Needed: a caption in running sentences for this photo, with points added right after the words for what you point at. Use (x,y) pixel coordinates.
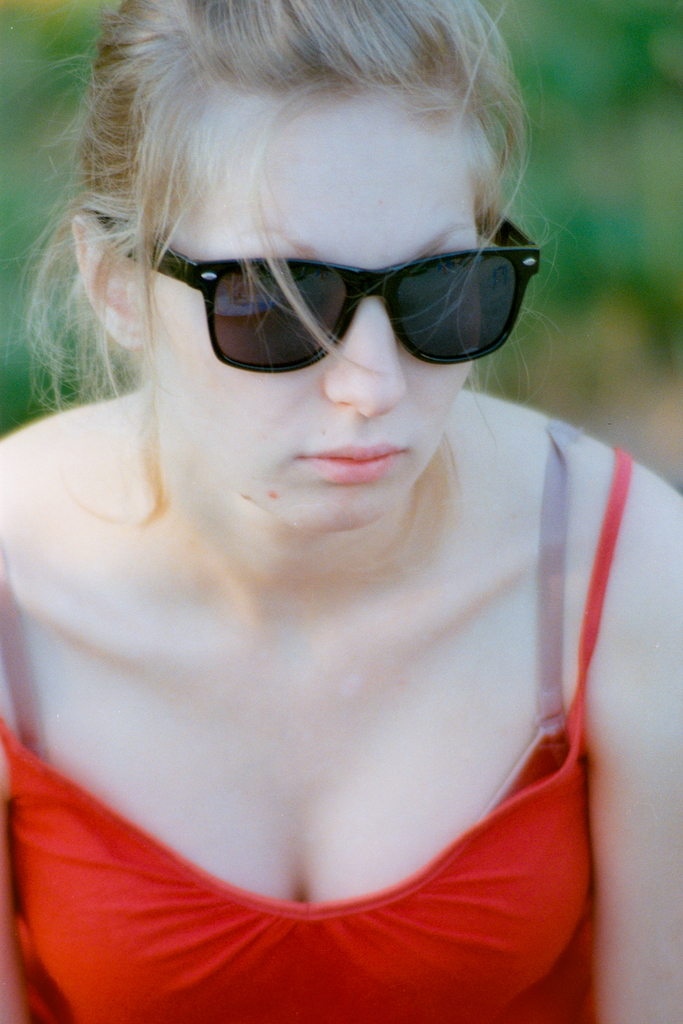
In this image we can see a lady (239,864) she is wearing a red dress (79,869) and sunglasses (354,288).
